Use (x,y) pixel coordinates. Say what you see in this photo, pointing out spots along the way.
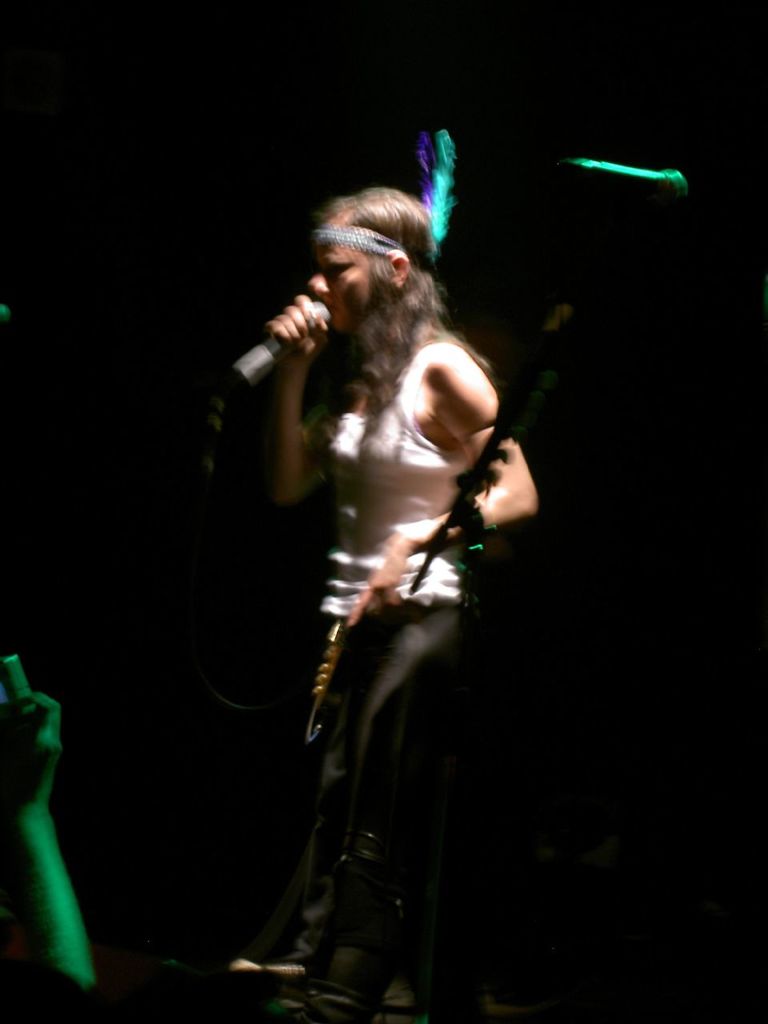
A woman (390,226) is singing with a mic (251,362) in her hand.
